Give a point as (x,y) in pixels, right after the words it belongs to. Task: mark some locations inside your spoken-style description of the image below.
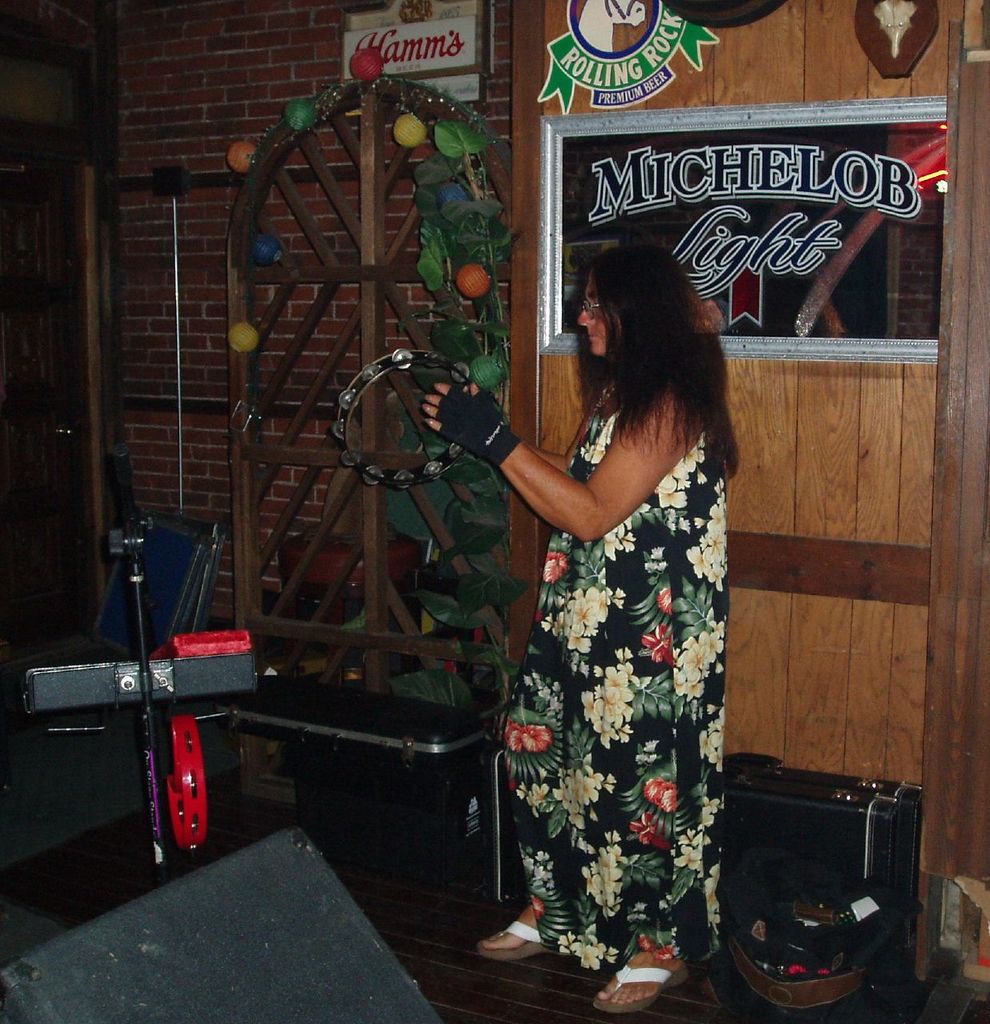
In the image we can see there is a woman (617,508) standing and she is holding a musical instrument (347,455) in her hand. There are other musical instruments (141,660) on the ground (56,740) and behind there is a wall (180,160) made up of red bricks (282,103). There are decorative items (402,129) kept on the wall (210,378).
